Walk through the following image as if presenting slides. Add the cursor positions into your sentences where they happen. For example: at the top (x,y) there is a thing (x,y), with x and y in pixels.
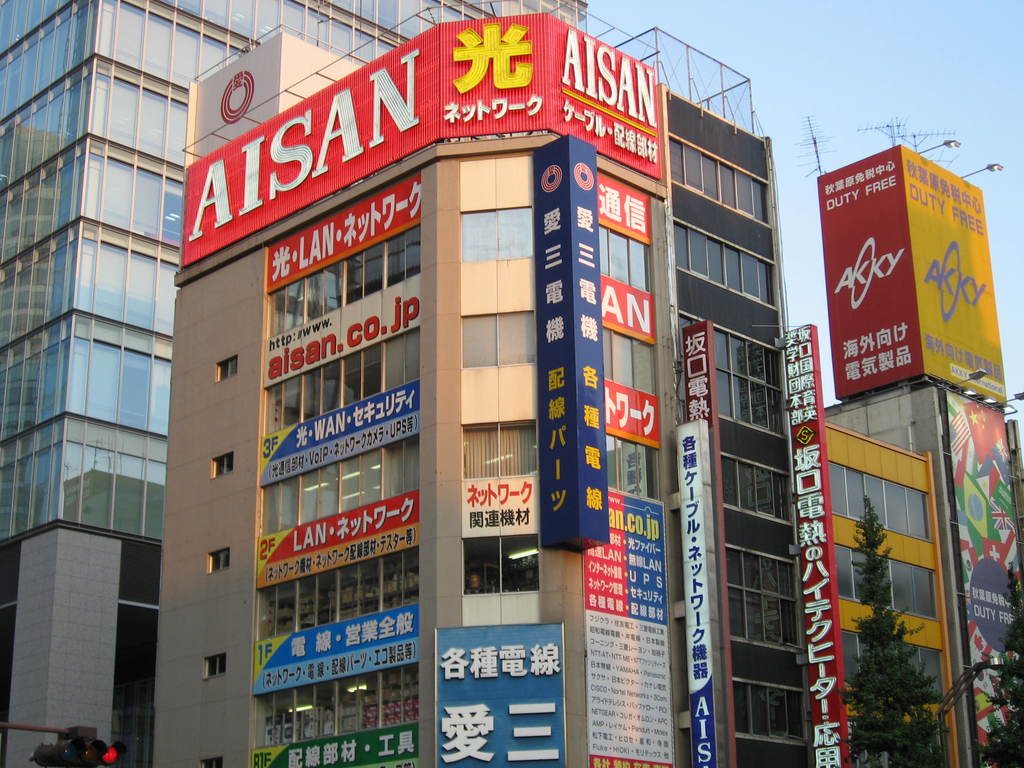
In the image there are many buildings (463,397) with glass windows (693,266), walls (726,296) and posters (643,208). And also there are name boards (576,427). In the bottom left corner of the image (65,747) there is a traffic signal (83,756). And on the right side of the image (944,32) there is a sky (942,73). At the top of the image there is a sky (977,127).
